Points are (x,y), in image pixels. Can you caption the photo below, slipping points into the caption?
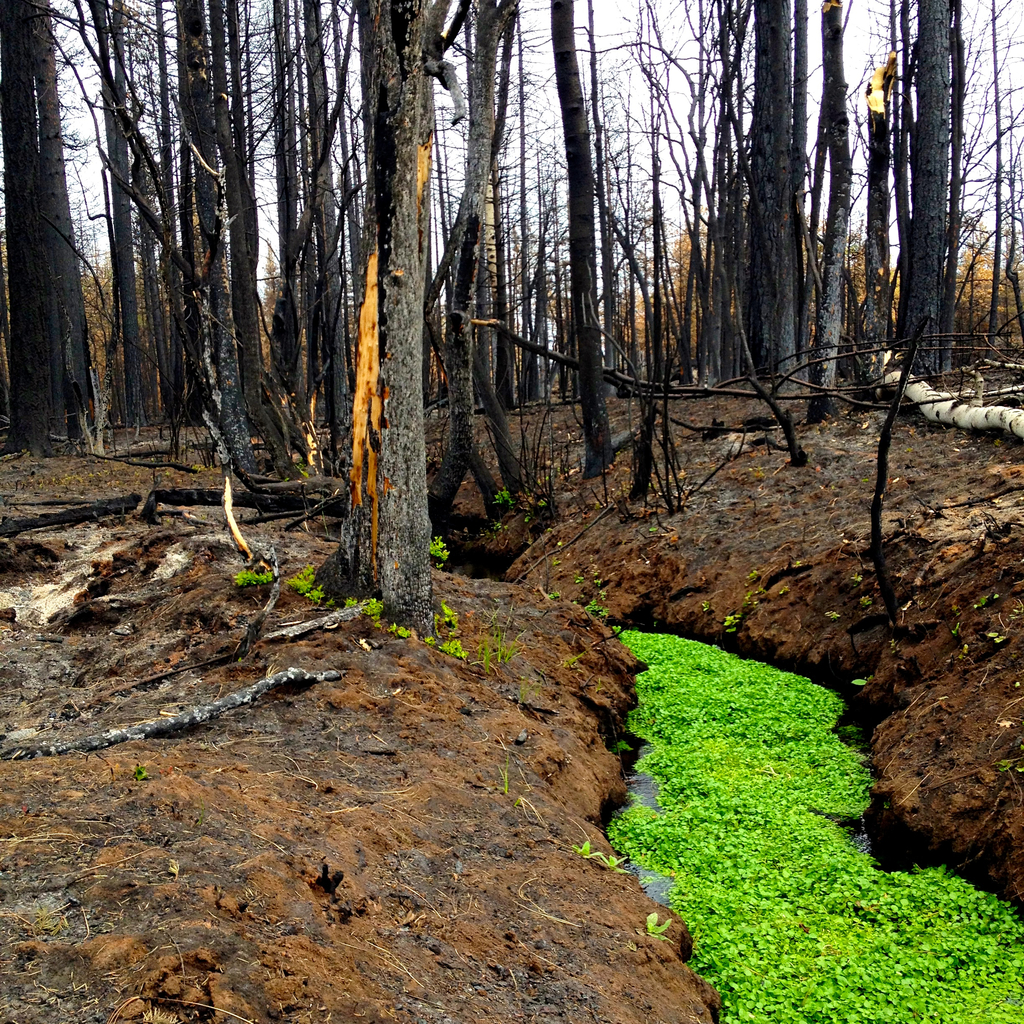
In this picture I can observe some trees (492,190). These trees (419,97) are completely dried. In the background (542,75) there is sky (710,127).
